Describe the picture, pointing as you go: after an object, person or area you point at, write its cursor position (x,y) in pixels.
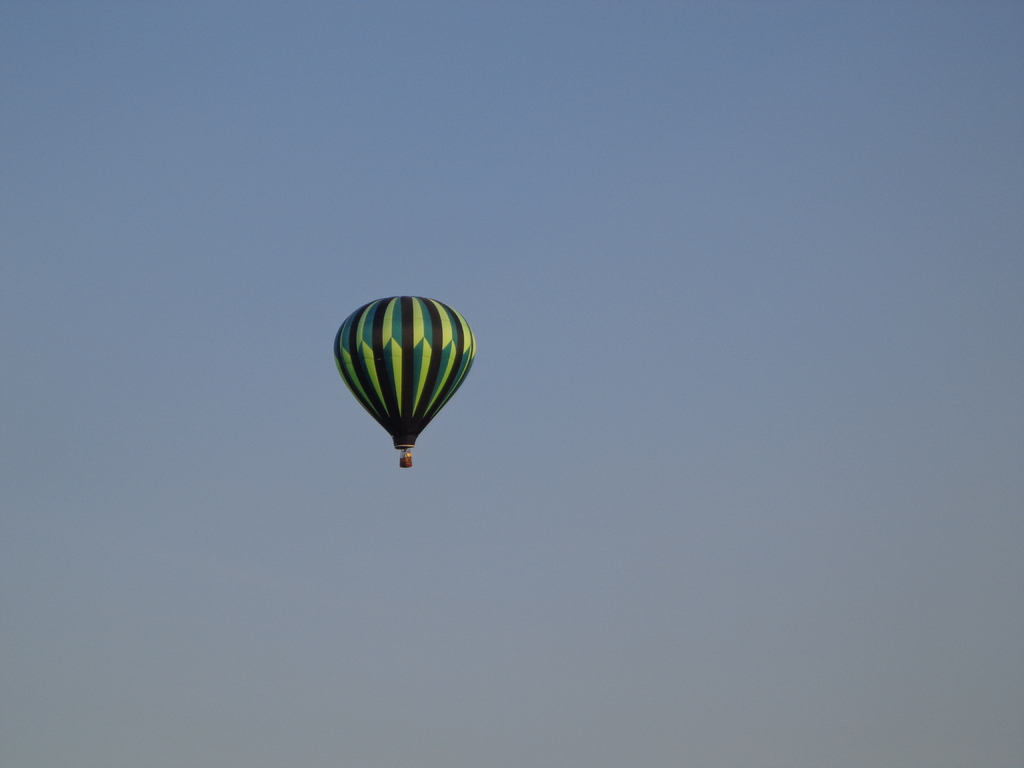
This image is taken outdoors. In the background (457,409) there is a sky (482,390). In the middle of the image (366,375) there is a hot air balloon (401,446) flying in the sky (371,461).
